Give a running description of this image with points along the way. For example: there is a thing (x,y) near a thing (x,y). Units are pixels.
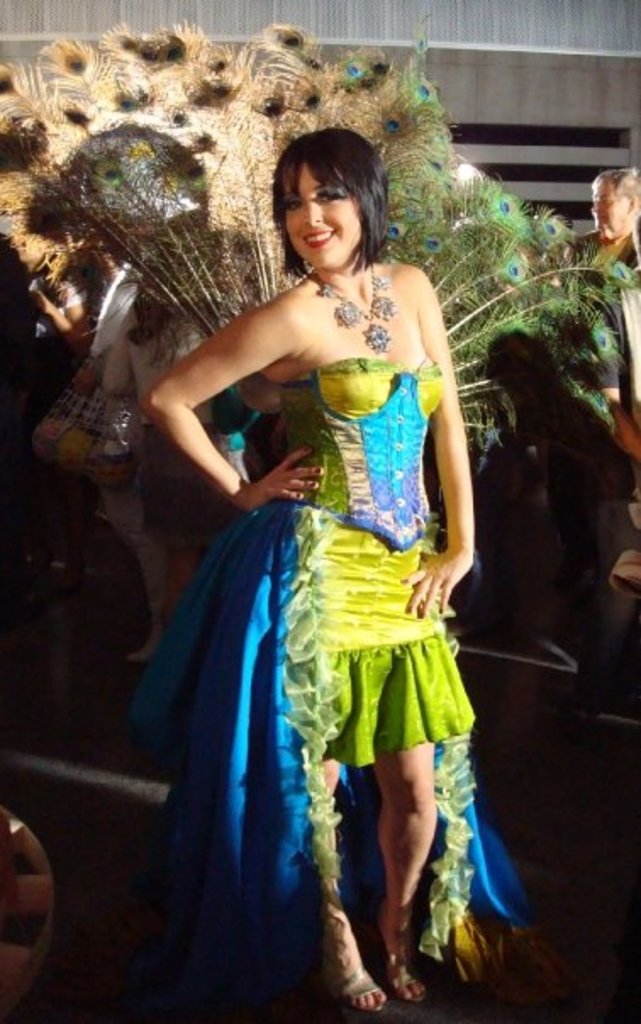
In the center of this picture (240,573) we can see a woman (430,312) wearing a dress (379,370) and some other objects (238,231), smiling and standing. In the background (631,466) we can see the group of people (23,325) and many other objects (540,155).
